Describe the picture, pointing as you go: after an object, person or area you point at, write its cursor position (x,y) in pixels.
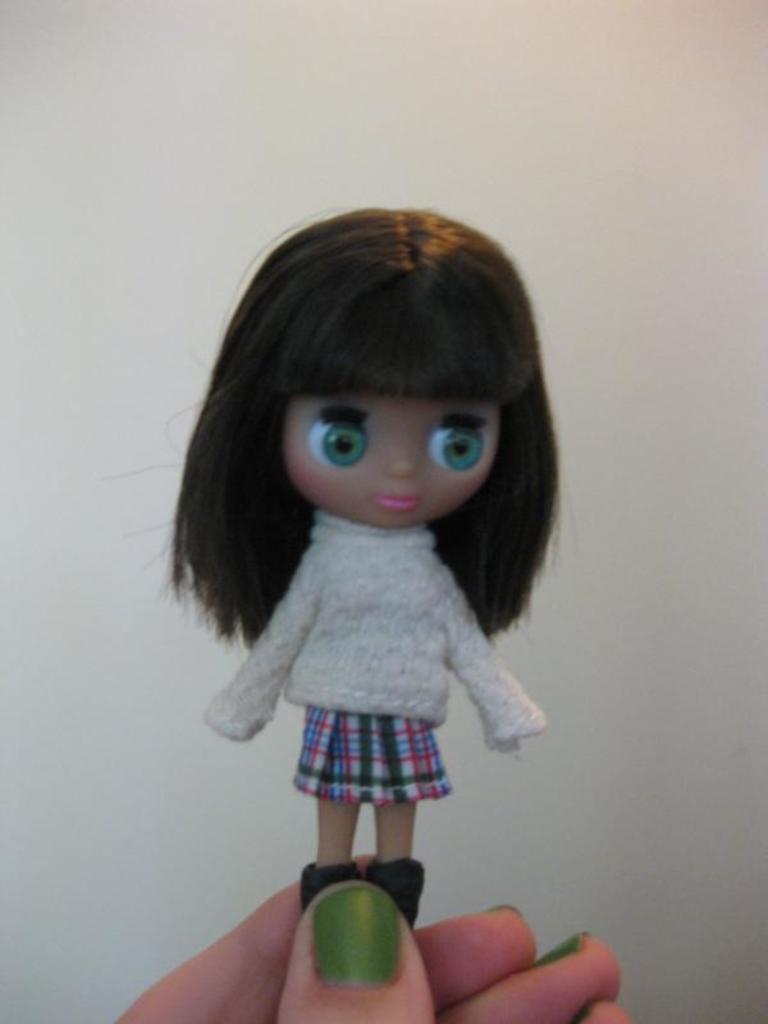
In the image there is a small toy (429,560) held in between the fingers (314,948) of a person (358,951).
